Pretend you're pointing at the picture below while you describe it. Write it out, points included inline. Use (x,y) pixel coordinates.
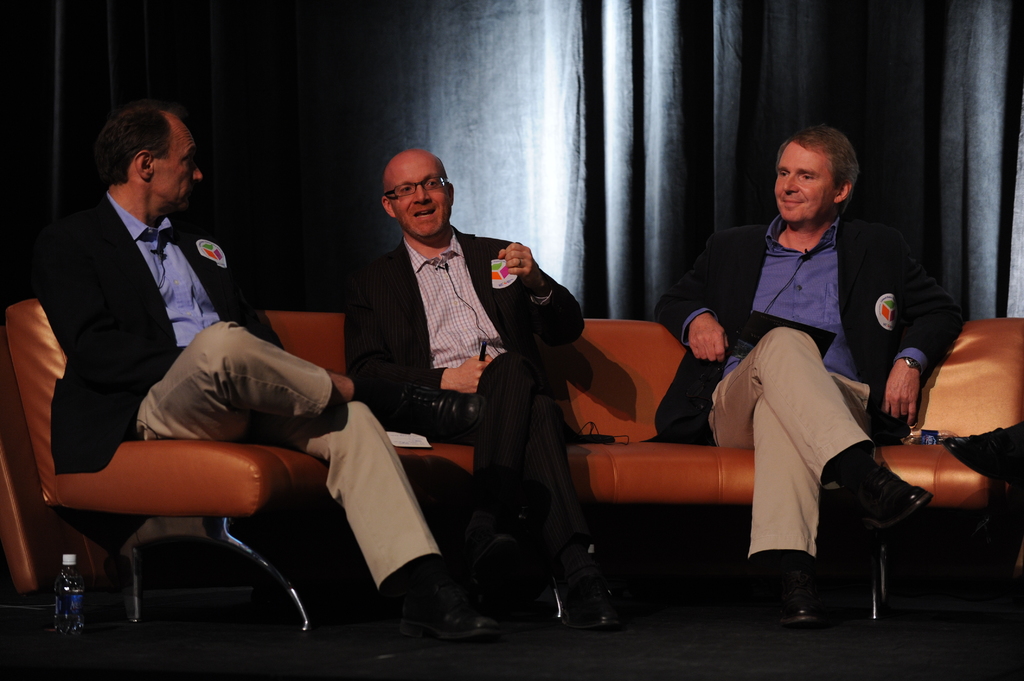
in this picture there are three men (273,389) sitting in a couch (620,479), they are wearing suits (398,317). In the background (528,63) there is a black colored curtain (760,122). On the left (70,604) there is a water bottle (69,582).
